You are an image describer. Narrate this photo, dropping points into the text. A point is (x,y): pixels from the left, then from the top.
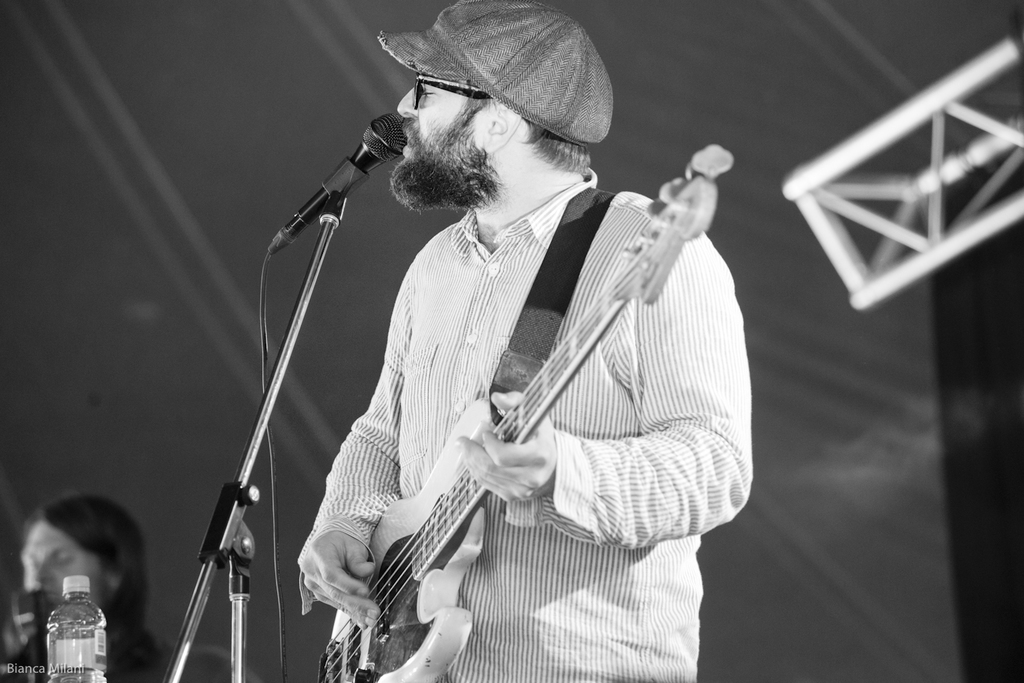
There is a person (477,457) wearing white color shirt (575,479) playing guitar (470,410) and there is also a microphone (392,155) in front of him and at the left side of the image (78,577) there is a bottle (85,662).
